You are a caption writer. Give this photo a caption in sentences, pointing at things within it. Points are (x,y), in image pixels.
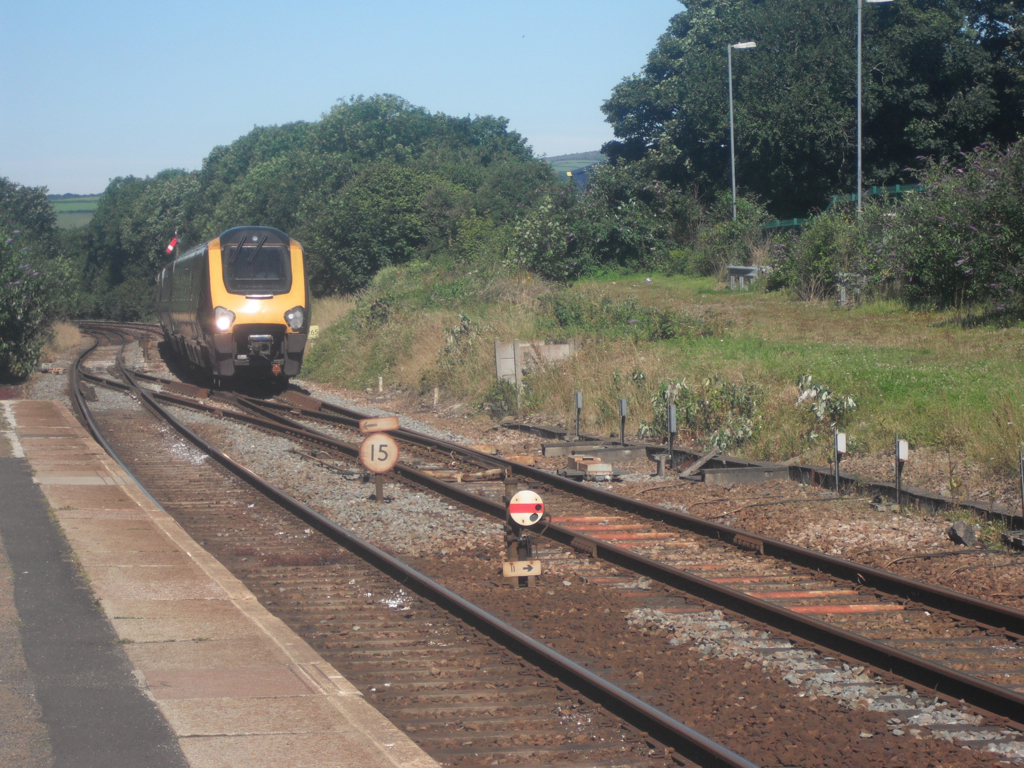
In this image, we can see a train (253,353) is on the track (403,457). Here there is a another track (496,689). Left side of the image (106,671), we can see a platform (135,683). Background (903,389) there are so many trees (12,235), plants (994,236), grass (462,313), poles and sky (452,75).
